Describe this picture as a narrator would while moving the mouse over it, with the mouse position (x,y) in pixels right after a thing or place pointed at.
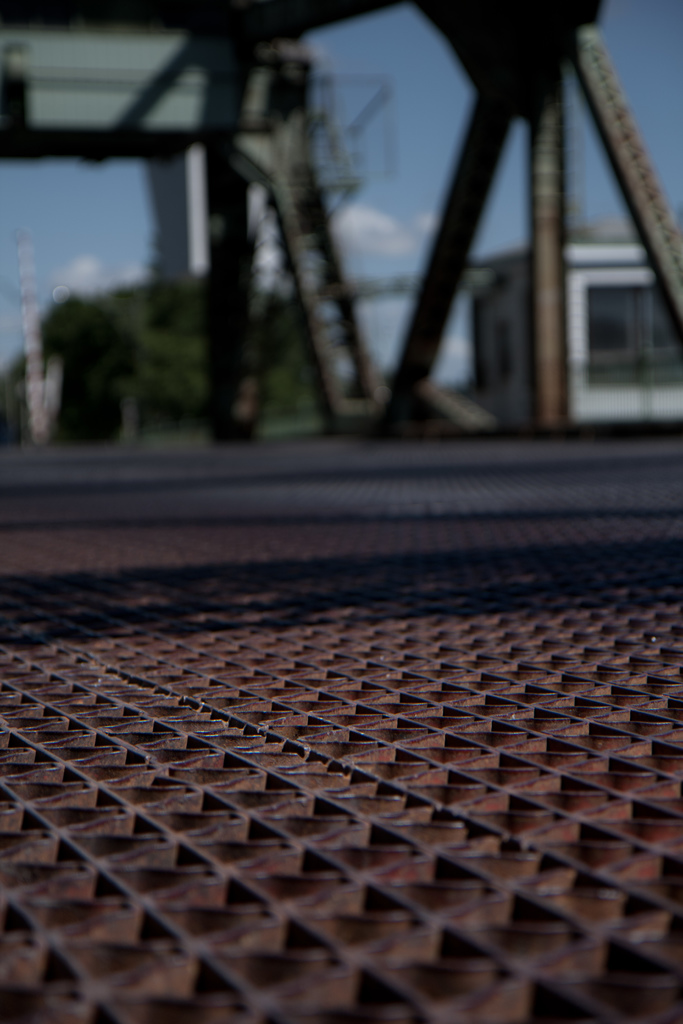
In this picture, we can see the ground (365,607), and the blurred background (156,314) with metallic objects (339,312), trees (121,339), buildings (512,284) and the sky (377,245).
